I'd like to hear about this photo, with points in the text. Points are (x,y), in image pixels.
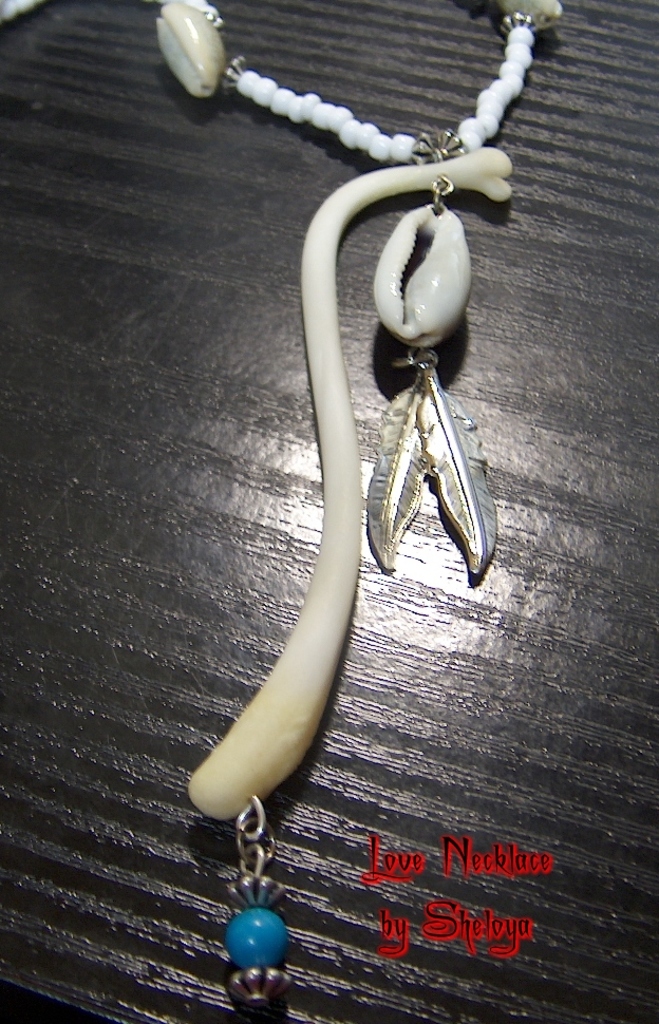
In this picture we can observe a necklace (382,261). There are three shells (384,261). This necklace (488,117) was placed on the black color surface (196,436).
